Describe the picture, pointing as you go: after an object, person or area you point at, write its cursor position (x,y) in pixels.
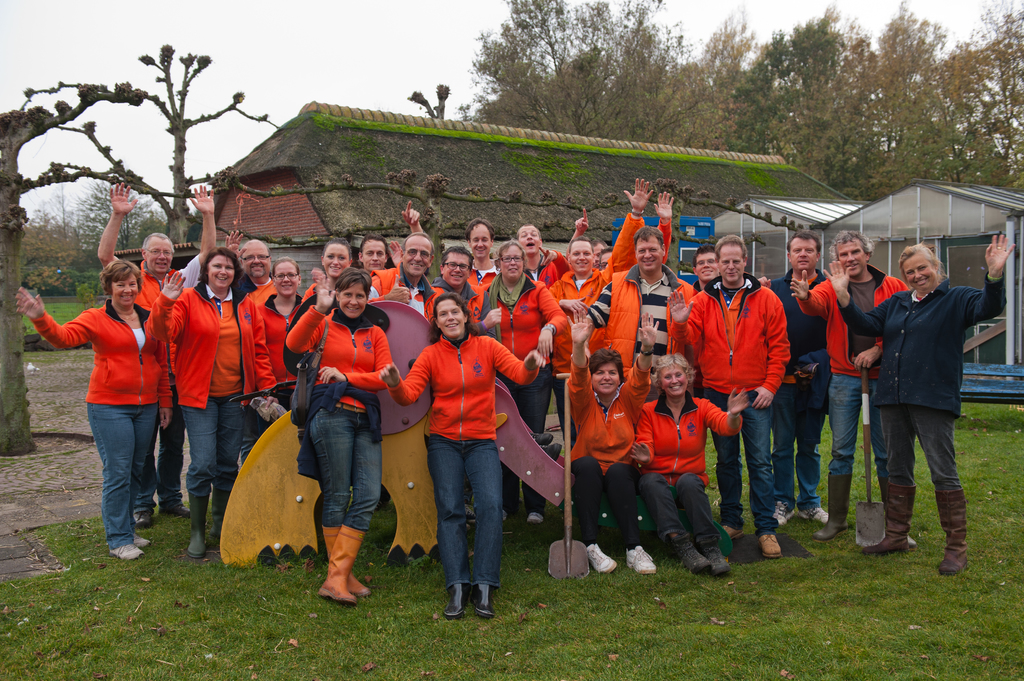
As we can see in the image in the front (394,294) there are group of people (824,326) wearing red color jackets (330,314) and standing. These two are wearing black color jackets (898,314). In the background (749,234) there are houses (944,207), trees (636,73) and there is a sky (268,21).
